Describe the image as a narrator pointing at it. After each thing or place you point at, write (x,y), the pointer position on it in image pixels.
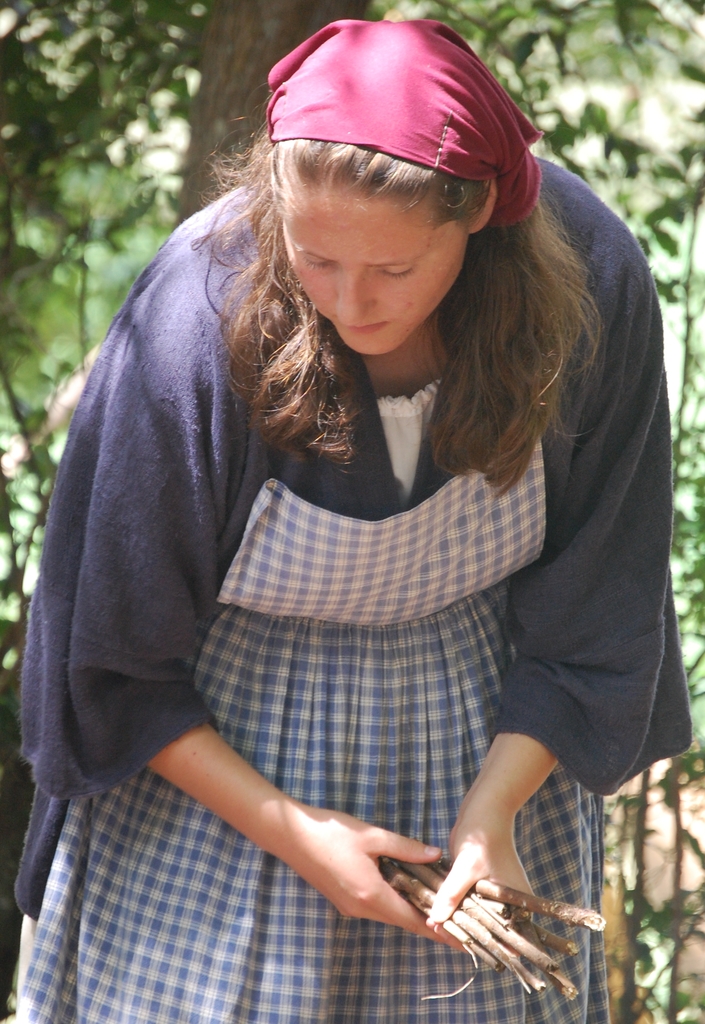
In this image we can see a woman (389,774) holding the twigs (403,885). In the background (176,136) we can see the trees (543,94).
